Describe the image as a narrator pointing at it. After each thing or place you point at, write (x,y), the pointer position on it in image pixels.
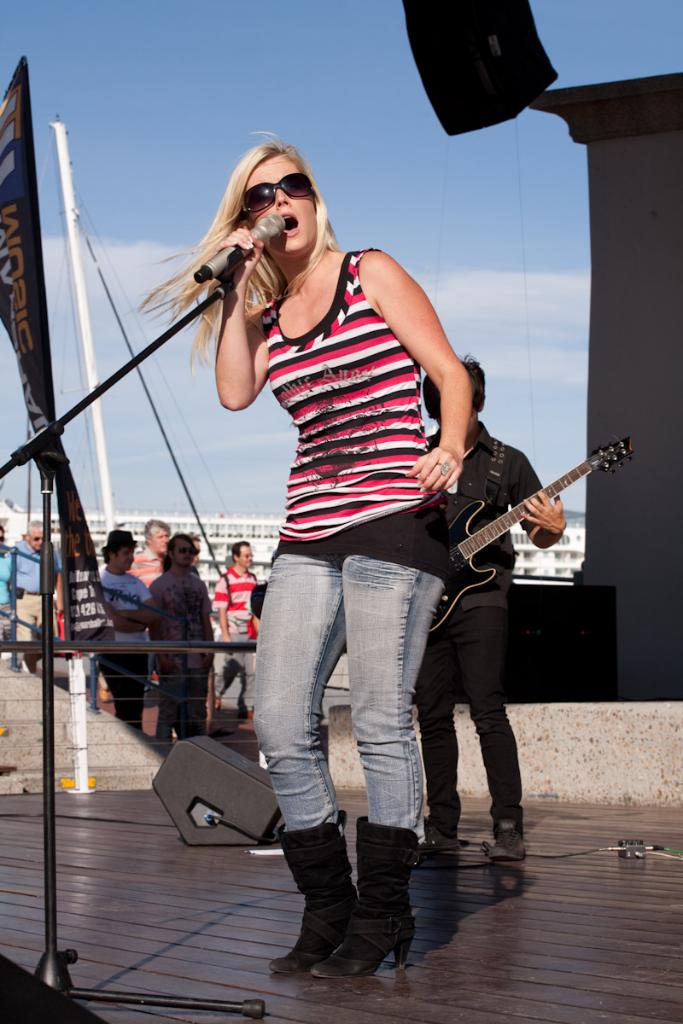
In this image I see a woman (301,573) who is holding the mic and In the background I see a person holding the guitar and I can also see few people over here.
